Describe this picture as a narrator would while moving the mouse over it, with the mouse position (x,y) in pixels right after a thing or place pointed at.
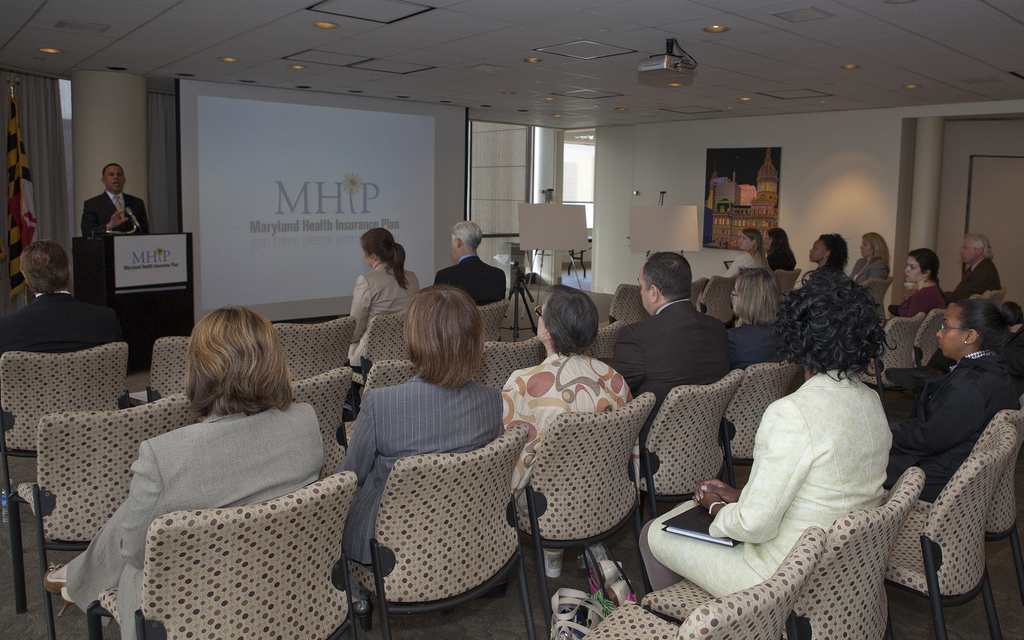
This is a picture of a conference. In the foreground of the picture (702,343) there are many chairs (676,604), where many people (547,395) are seated in it. In the top left (102,194) there is a person (112,172) standing in front of the podium (139,279) and talking. In the top left (33,133) there is a flag (11,207) and a curtain (50,178). In the background (346,151) there is a screen (426,194) and a Window (517,184). On the top right (734,180) there is a frame (747,199). On the right (1000,217) there is a door (980,191). On the top (658,71) to the ceiling (633,68) there is a projector (668,62).
